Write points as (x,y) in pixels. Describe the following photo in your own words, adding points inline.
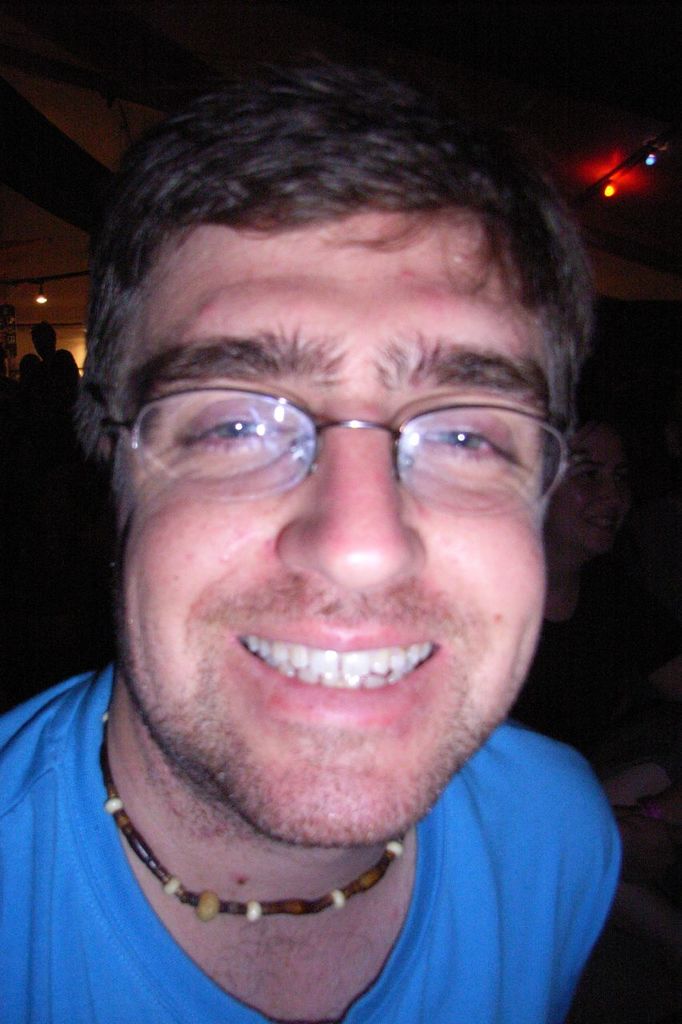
In this image we can see a person (487,865) wearing blue color t-shirt (521,837) and spects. In the background of the image (662,577) there are people (588,458).
